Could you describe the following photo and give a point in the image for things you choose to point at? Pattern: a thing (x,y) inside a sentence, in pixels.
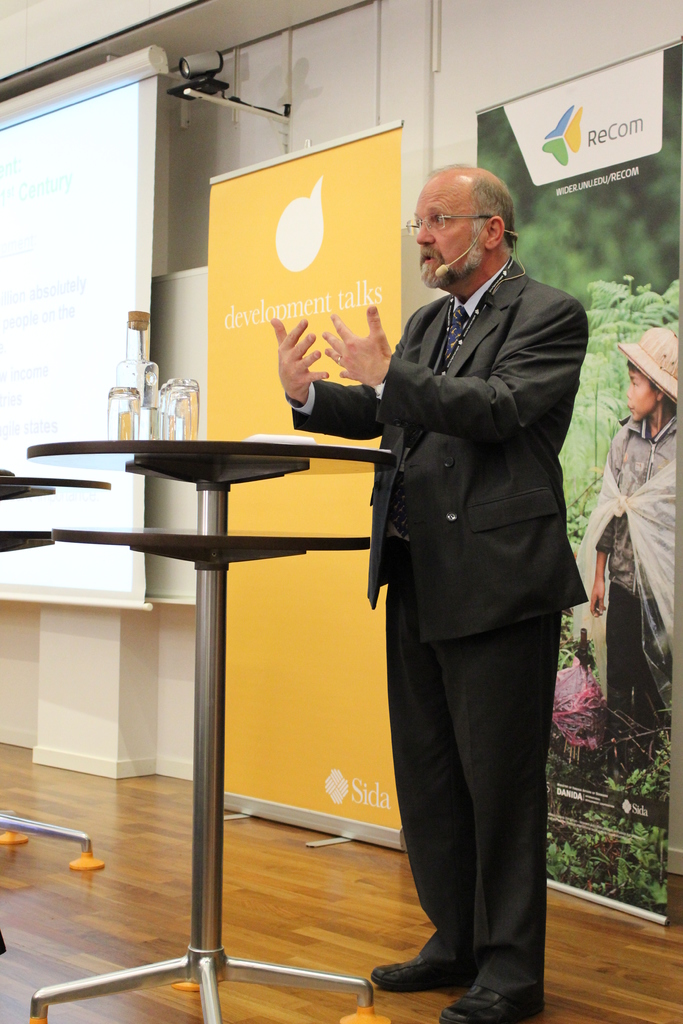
As we can see in the image there is a white color wall (441,72), screen (64,137), cc camera (194,80), banner (586,174) and a man (421,232) wearing mic (442,269) and standing over here.
